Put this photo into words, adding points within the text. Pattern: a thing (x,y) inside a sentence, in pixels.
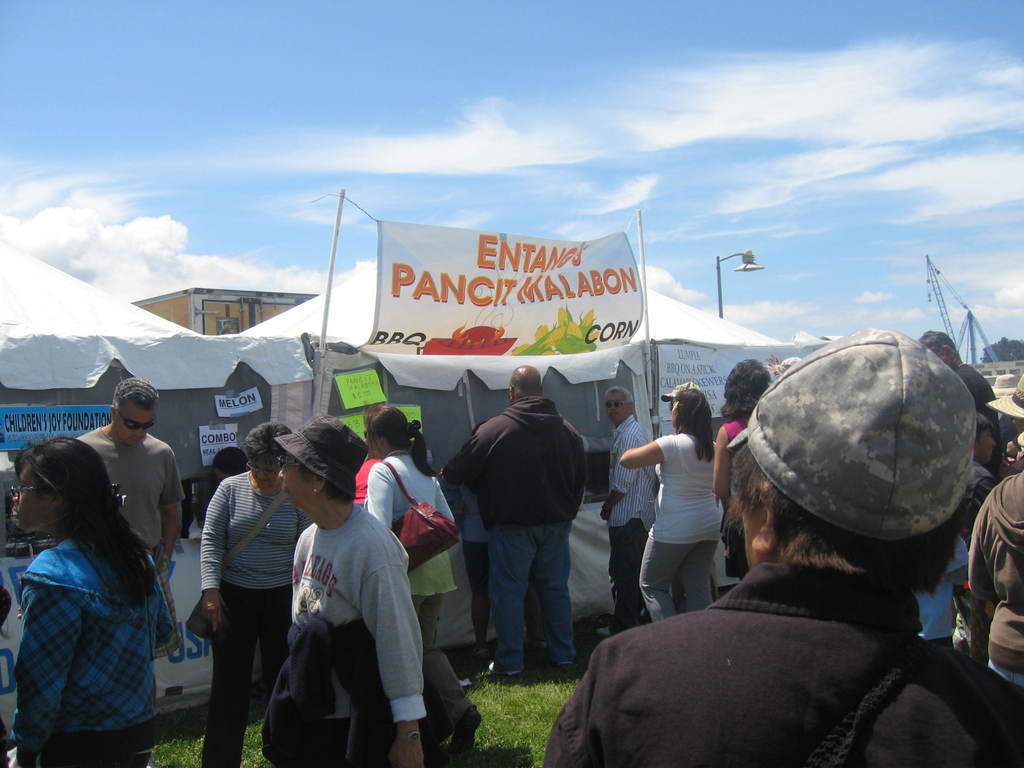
This image consists of many people (721,623). At the bottom (563,703), there is green grass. In the front (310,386), we can see a tent (631,386) and a banner (381,331). In the background (213,304) it looks like a container (235,305). At the top (557,148), there are clouds (975,219) in the sky (975,219).
